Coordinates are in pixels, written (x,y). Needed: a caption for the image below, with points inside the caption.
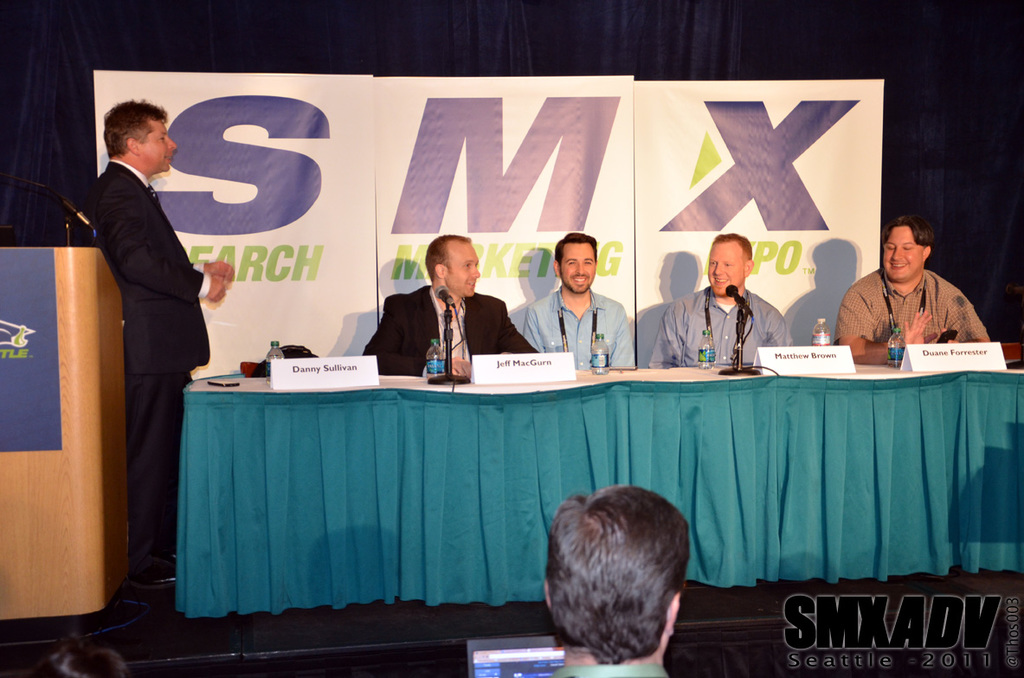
Here we can see four people (944,313) sitting on chairs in front of a table (854,378) with microphones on it and there are name cards (547,373) on each of them and their bottle of water (600,371) at near each of them and on the left side (154,267) there is a guy (135,290) standing beside him there is a speech desk (93,261) and in the middle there is a person (558,530) with laptop (547,662) in his hand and behind them there is a banner (654,184) of SMX.
